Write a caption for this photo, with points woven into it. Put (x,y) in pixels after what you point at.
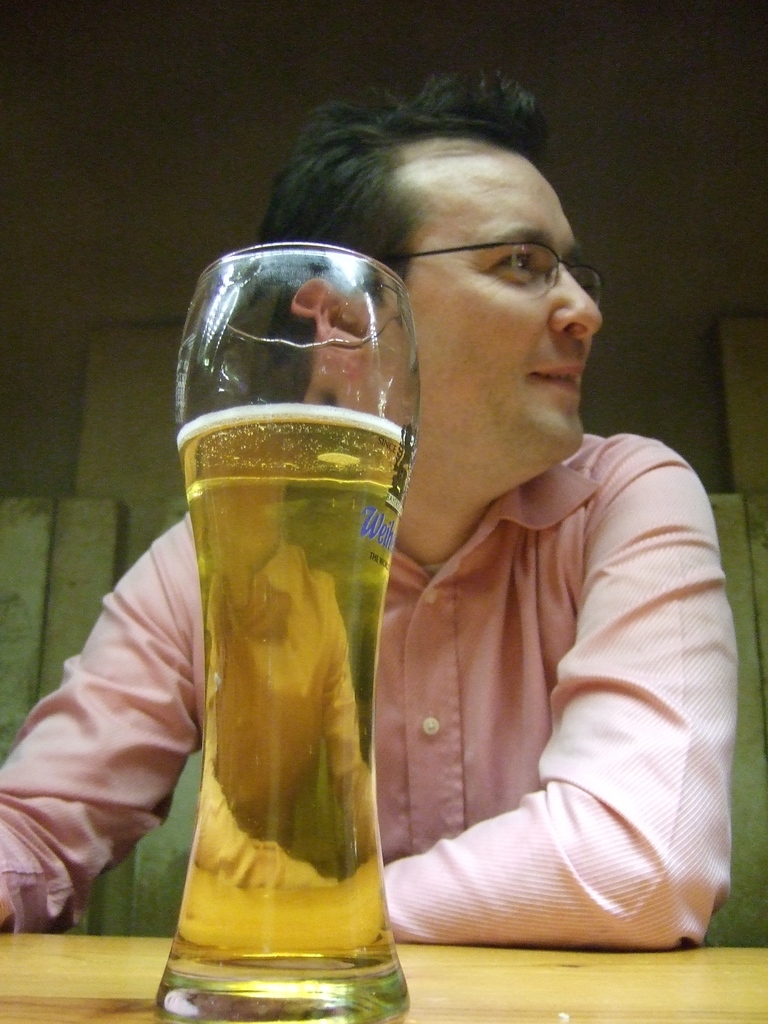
In foreground of image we can see a glass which contain beer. In the middle of the image (427,636) we can see a person (516,253) seeing towards left side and wearing spectacles (530,284). On the top of the image (221,19) we can see a wall (160,60) which is in dark.
